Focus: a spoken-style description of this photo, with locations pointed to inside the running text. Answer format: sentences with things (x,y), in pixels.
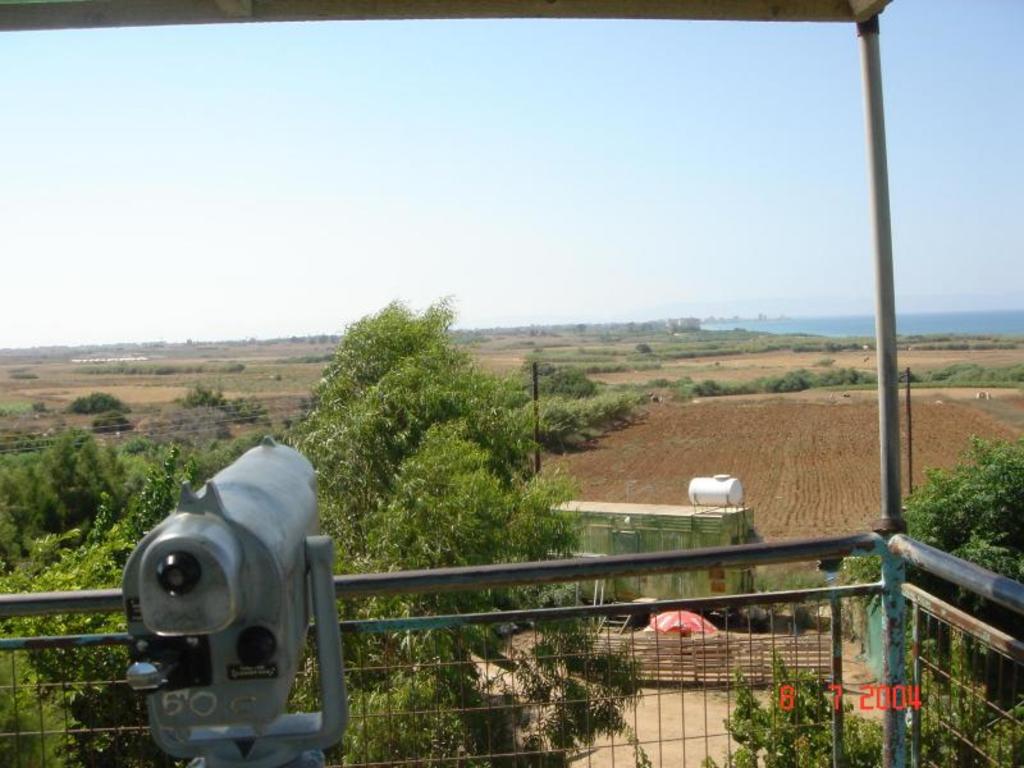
In this image, we can see a metal object (259,657) and the fence (492,618). We can see some grass (603,389), plants (610,403), trees (441,541). We can see the ground (622,383) with some objects (671,536). We can see some wires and the sky (464,212).
